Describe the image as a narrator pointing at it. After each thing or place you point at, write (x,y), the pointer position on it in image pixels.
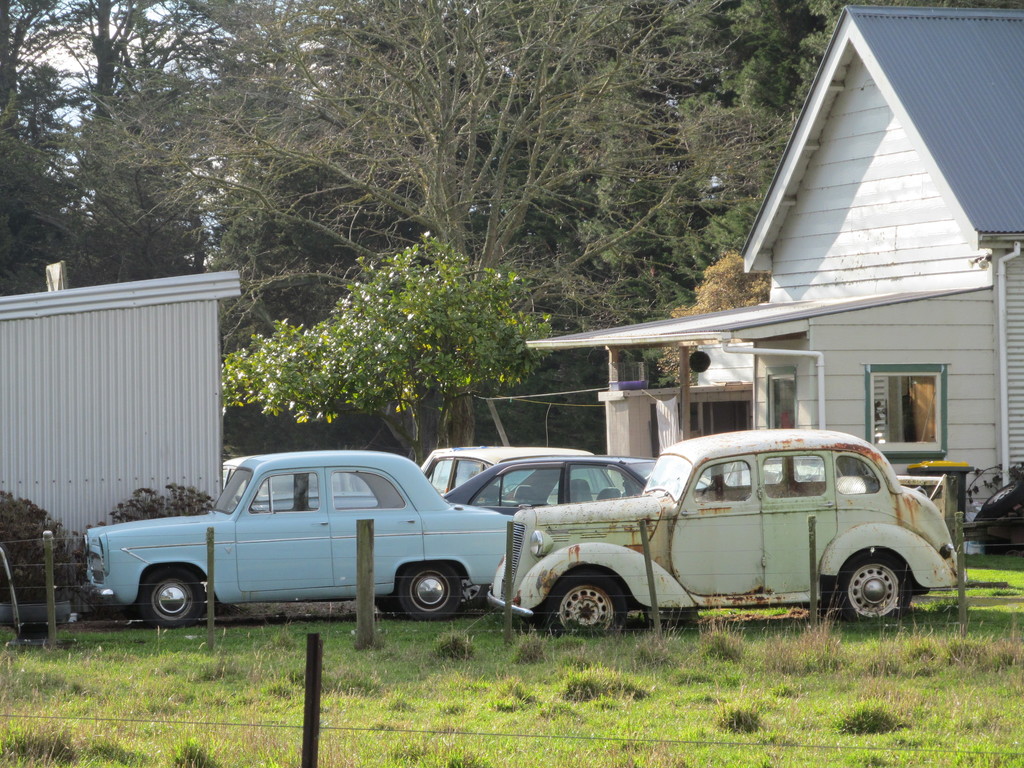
In this image I see the green grass (814,736), fencing (295,725), few cars (549,540) and I see a house (1015,36) over here and in the background (766,186) I see number of trees (348,161) and I see the sky (42,17) and I see few plants (36,523).
